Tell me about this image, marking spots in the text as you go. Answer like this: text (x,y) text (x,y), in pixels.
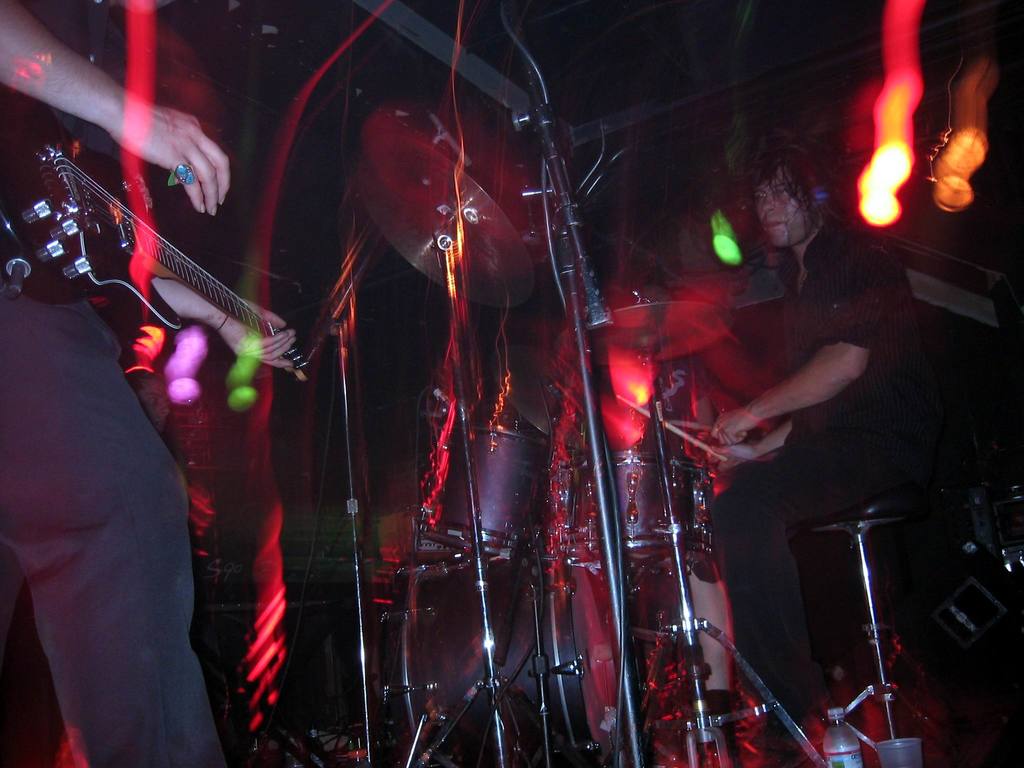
This is looking like a musical concert is going on. A man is playing guitar (78,253) another man (845,327) on the right (785,298) is playing drums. On the top (885,192) there are lights (889,213). On the right bottom (857,742) there is bottle (843,738) and glass (890,739).
